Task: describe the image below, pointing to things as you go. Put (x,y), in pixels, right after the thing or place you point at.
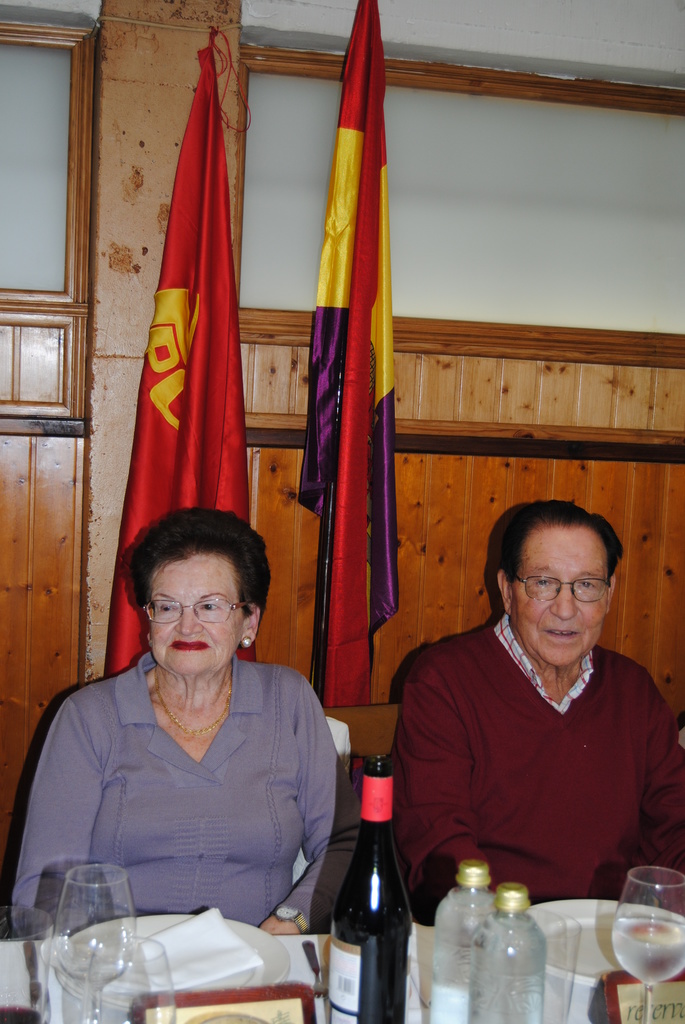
In this picture there is a man (491,715) and a woman (288,740) sitting on chairs (359,726) at the table (297,950). On the table (297,975) there are water bottles (481,972), wine bottles (368,940), glasses (108,961), plates (266,937) and tissues (221,933). Behind them there are flags (334,367). In the background (456,398) there is wall (595,392).
